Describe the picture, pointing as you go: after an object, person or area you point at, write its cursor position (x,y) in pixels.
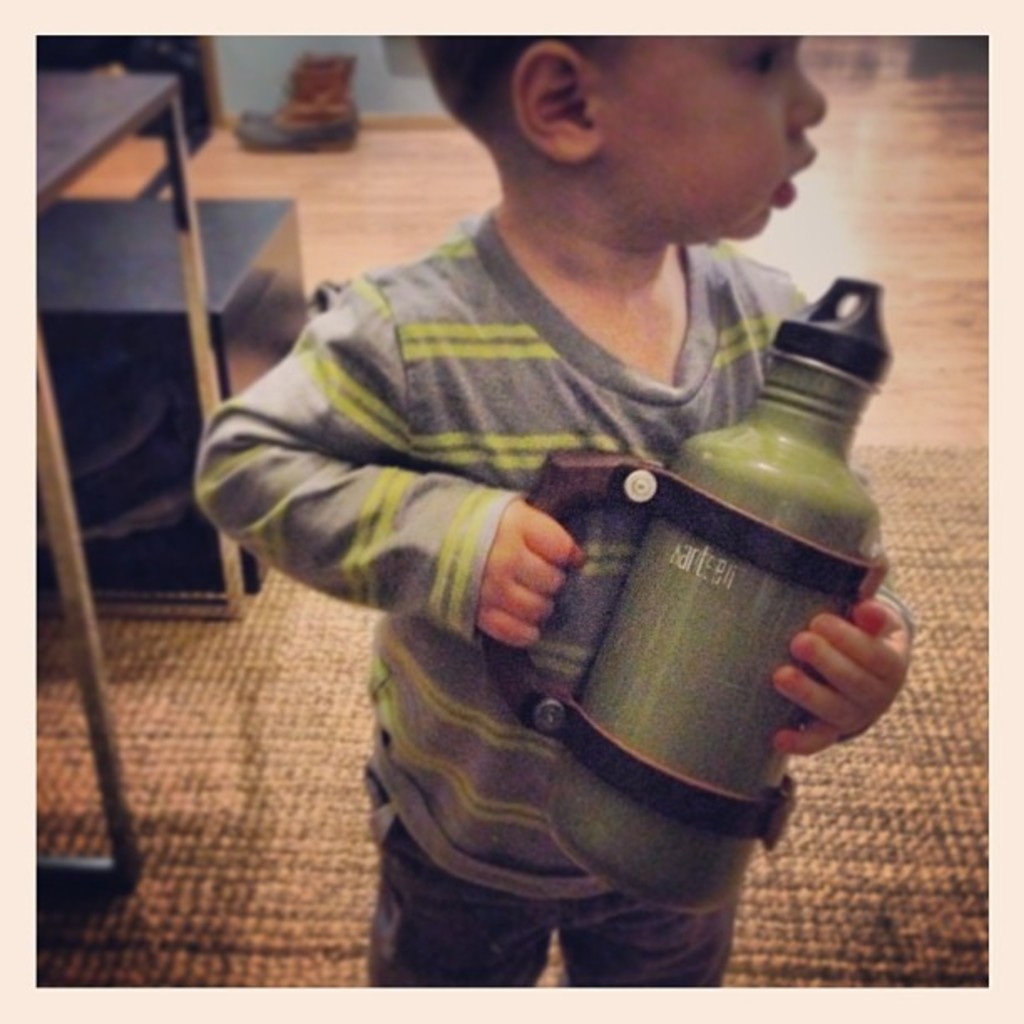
In this picture we can see a boy (509,521) holding a bottle (662,560) and he is standing on the floor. On the left side of the image (123,493), there is a table (61,180) and an object (169,320). At the top of the image (390,83), there is a wall (372,94).
